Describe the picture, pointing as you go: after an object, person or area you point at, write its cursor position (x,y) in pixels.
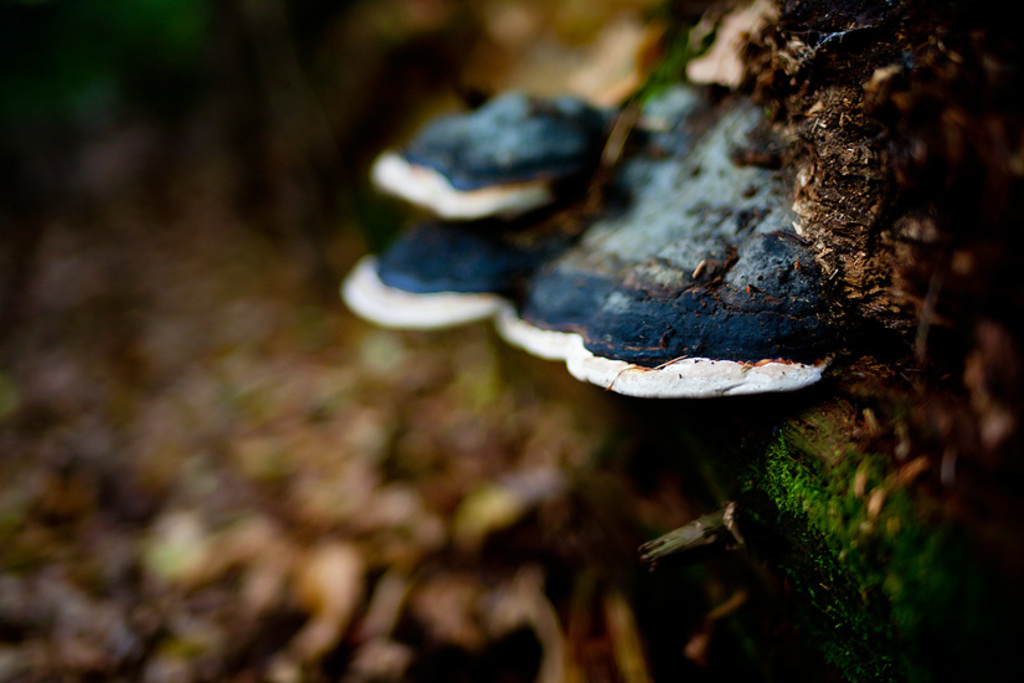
In the center of the image (564,307) we can see mushrooms (671,316), which is in white and blue color and we can see a few other objects (859,377). In the background (201,522) we can see it is blurred.
